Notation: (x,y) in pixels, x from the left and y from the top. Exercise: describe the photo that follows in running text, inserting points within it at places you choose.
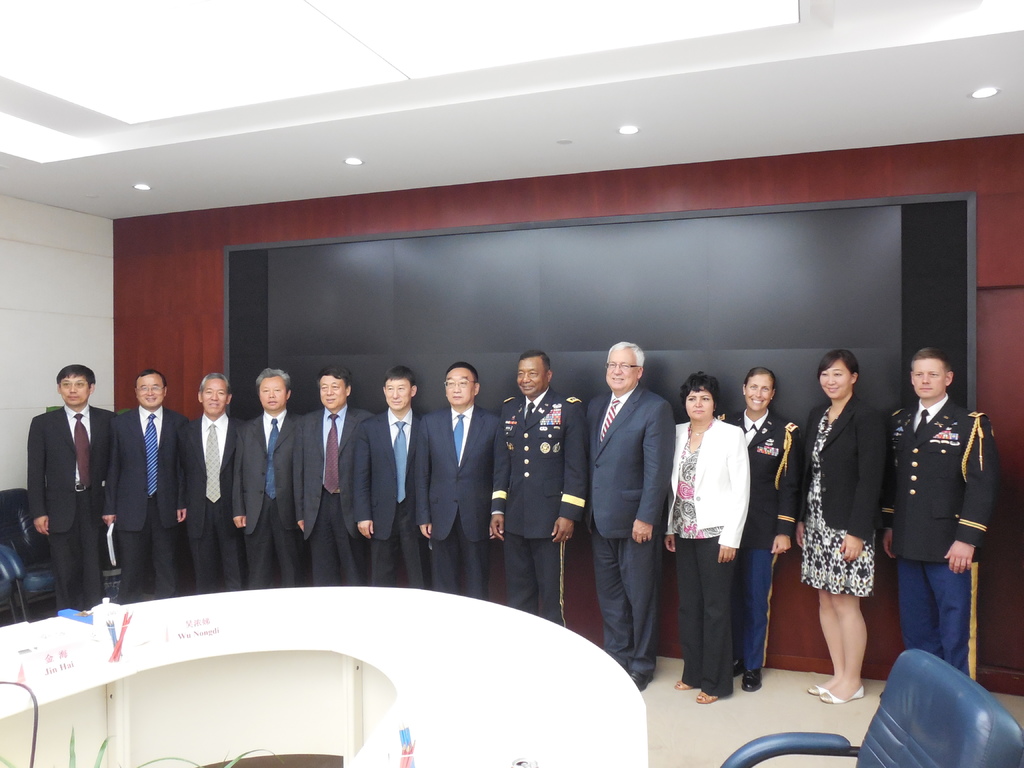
In this picture I can see group of people (385,499) standing, there are some objects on the table (428,637), there are chairs (5,550), lights (623,132), and in the background (583,180) there is a screen (469,237) on the wall (287,211).
